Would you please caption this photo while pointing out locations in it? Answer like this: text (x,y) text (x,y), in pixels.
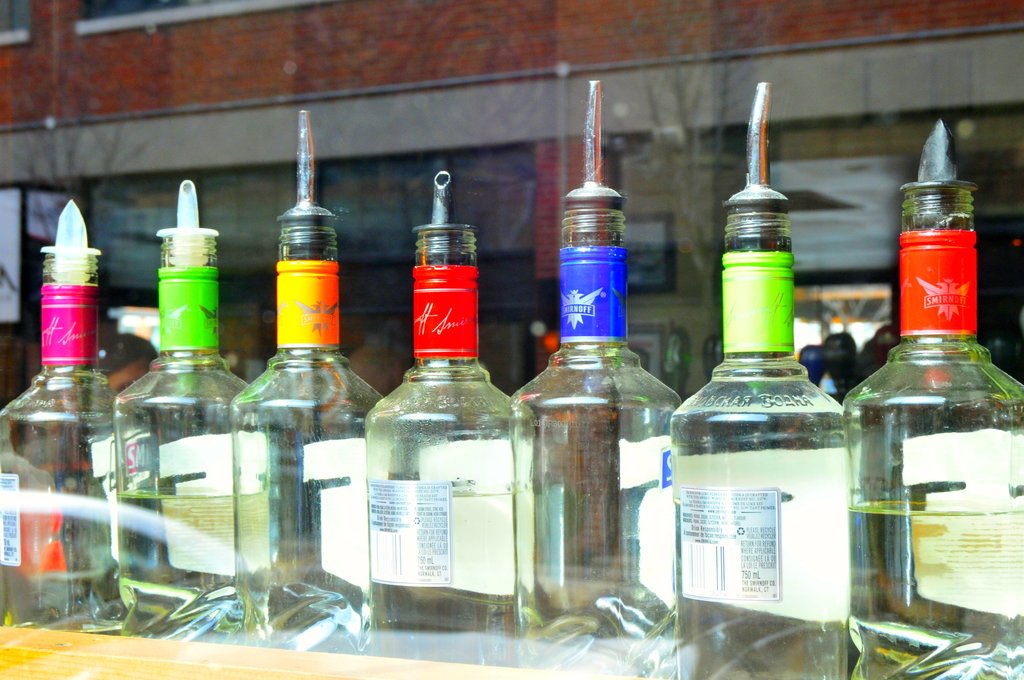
In this image we can see seven bottles (919,400).
